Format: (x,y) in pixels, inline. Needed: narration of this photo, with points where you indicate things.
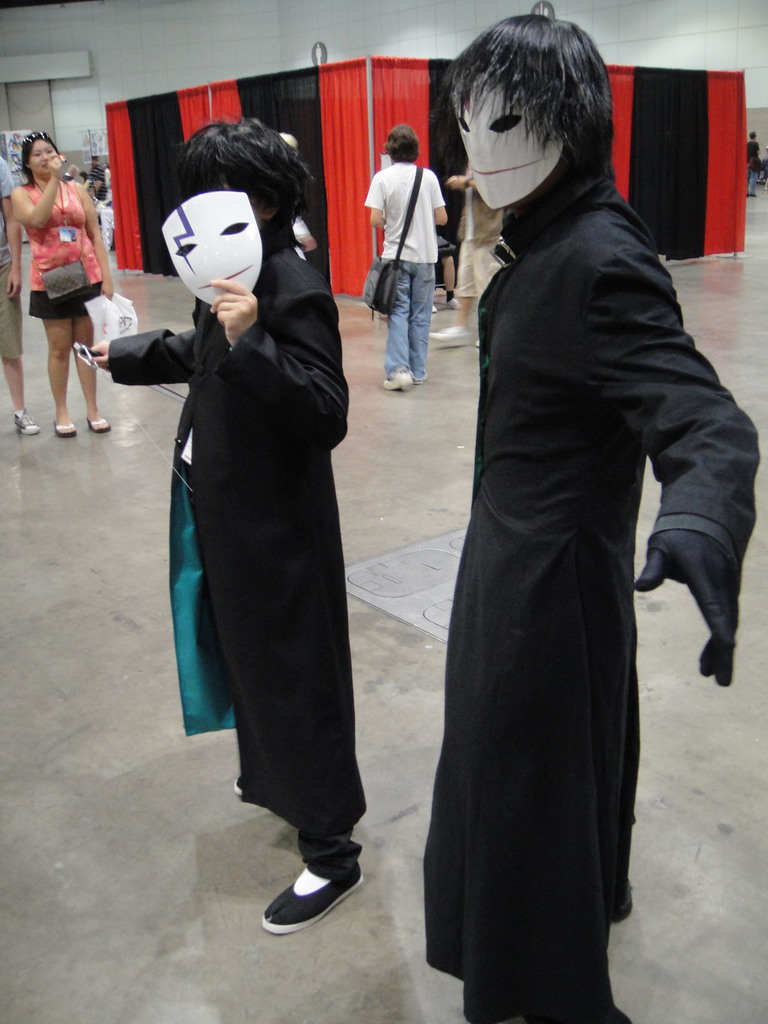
In this image in front (556,109) there are people (725,579) wearing a mask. Behind them there are a few other people (410,254) standing on the floor (71,404). There are curtains (239,90). In the background of the image (276,33) there is a wall (198,36).
